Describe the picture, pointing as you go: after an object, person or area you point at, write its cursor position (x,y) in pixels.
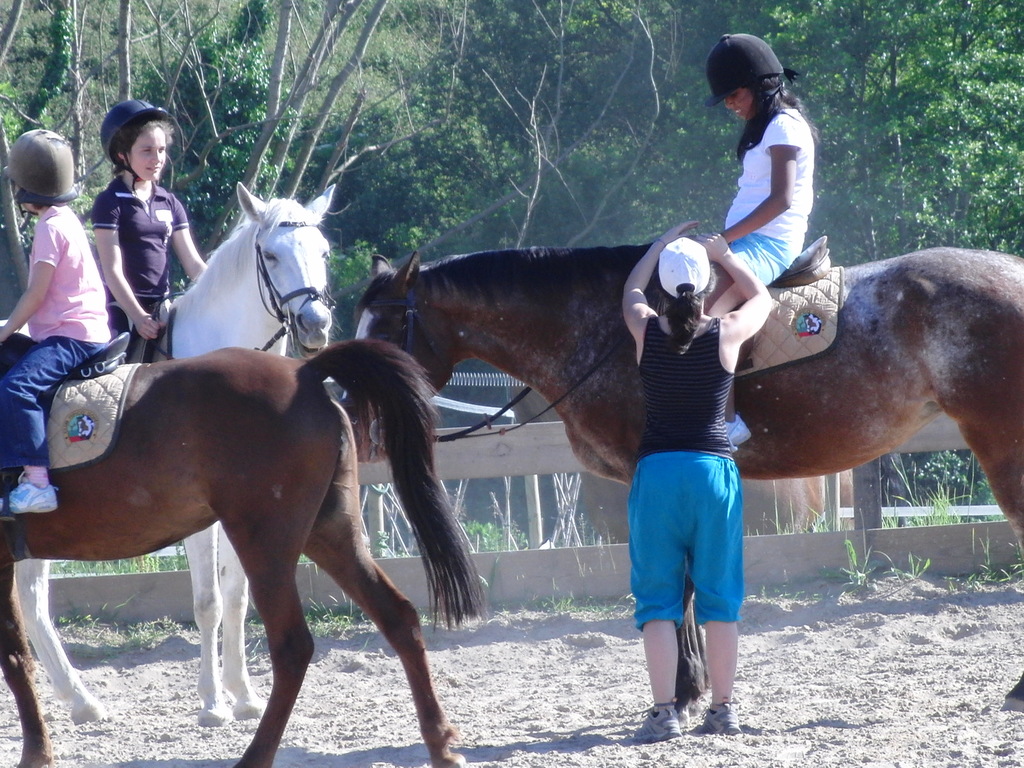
This picture shows three girls (188,234) riding horses (606,291) and woman (766,293) standing and trees (462,108) around.
